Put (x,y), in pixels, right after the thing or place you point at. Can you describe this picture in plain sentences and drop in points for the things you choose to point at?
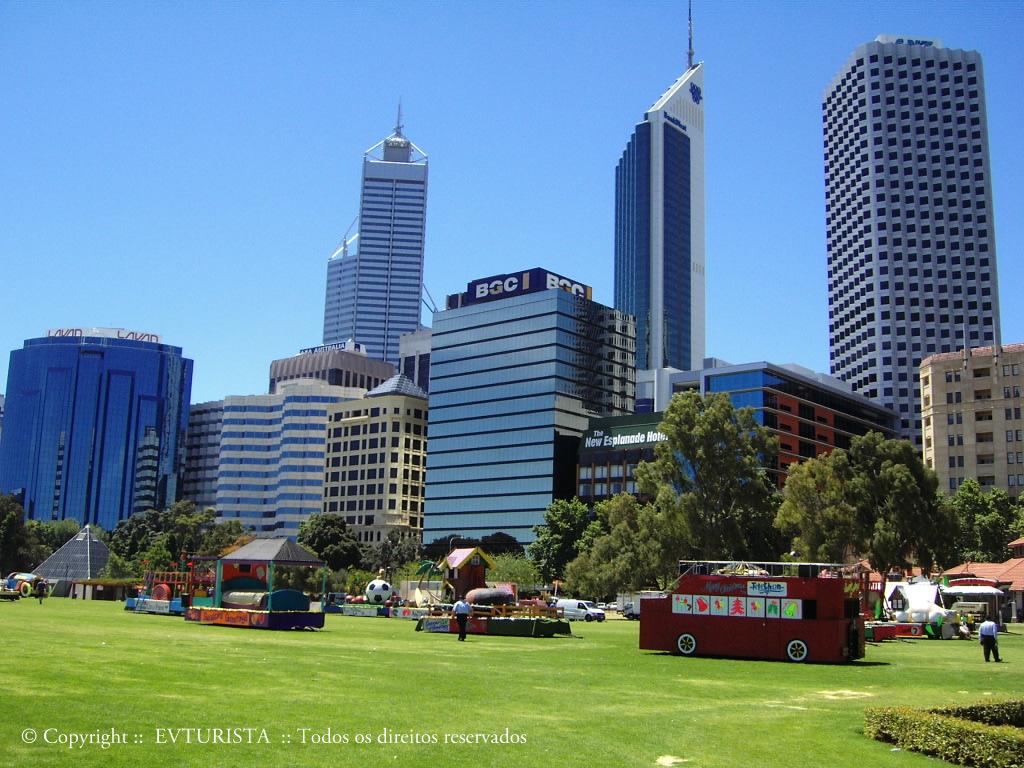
This picture might be taken from outside of the building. In this image, we can see few vehicles (494,628) which are placed on the grass (860,732). On the right side (990,652), we can see a man (995,640) walking, houses (1010,607), trees (857,524), buildings (955,409). On the left side (195,555), we can also see some houses (91,596), buildings (81,539), vehicles (207,578), trees (129,566), plants (142,572). In the background (21,454), we can see some trees (716,519), buildings (567,485), towers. At the top (384,39), we can see a sky (515,78), at the bottom (654,678), we can see a grass (784,704) and a few plants (911,744).
